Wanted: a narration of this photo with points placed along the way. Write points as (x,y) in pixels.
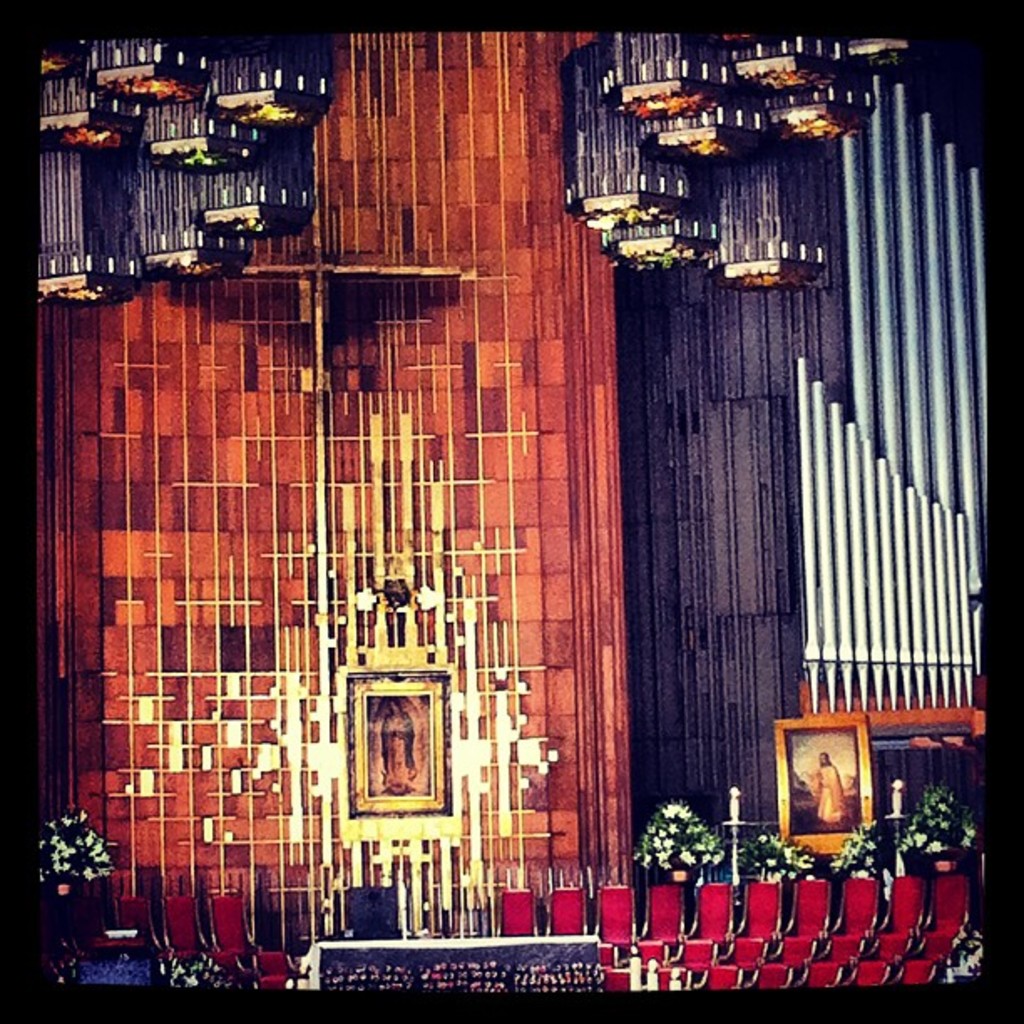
In this image in the middle (615,464), there are photo frames (443,754), candles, flower vases (55,839), chairs (609,902), lights (240,187), decorations (225,265) and wall (662,753).
